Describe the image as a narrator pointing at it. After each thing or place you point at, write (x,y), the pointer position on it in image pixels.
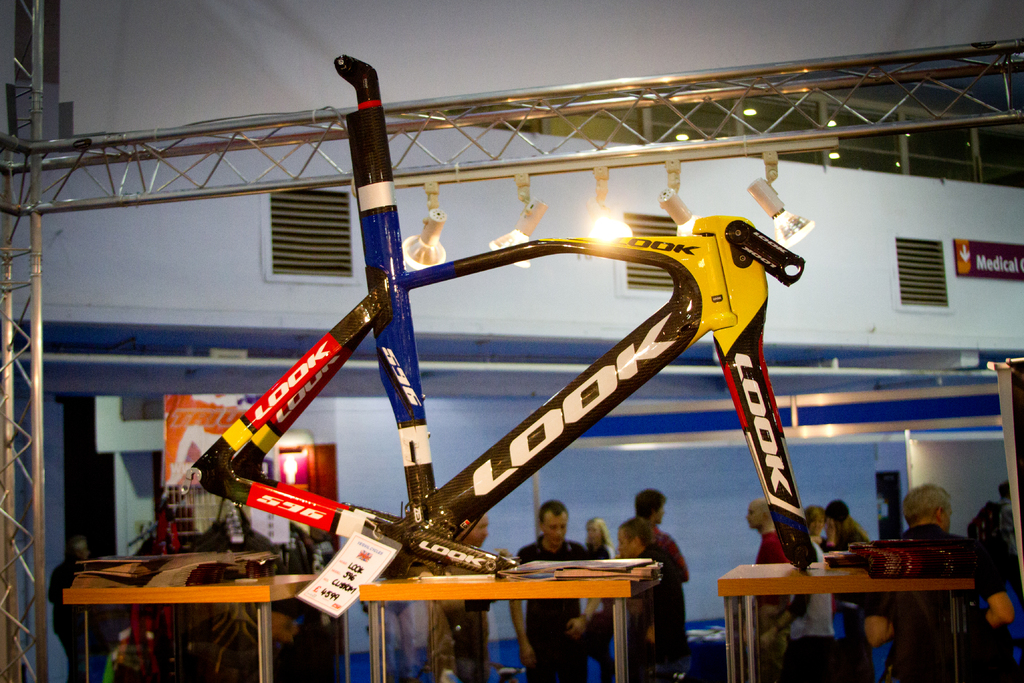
In this image I can see a vehicle part (577,412) which is on the brown color table (780,572). Back I can see few people (948,497) standing. I can see a blue and white color wall (821,484) and windows (907,271). Top I can see lights (596,228) attached to the iron stand (641,144).
